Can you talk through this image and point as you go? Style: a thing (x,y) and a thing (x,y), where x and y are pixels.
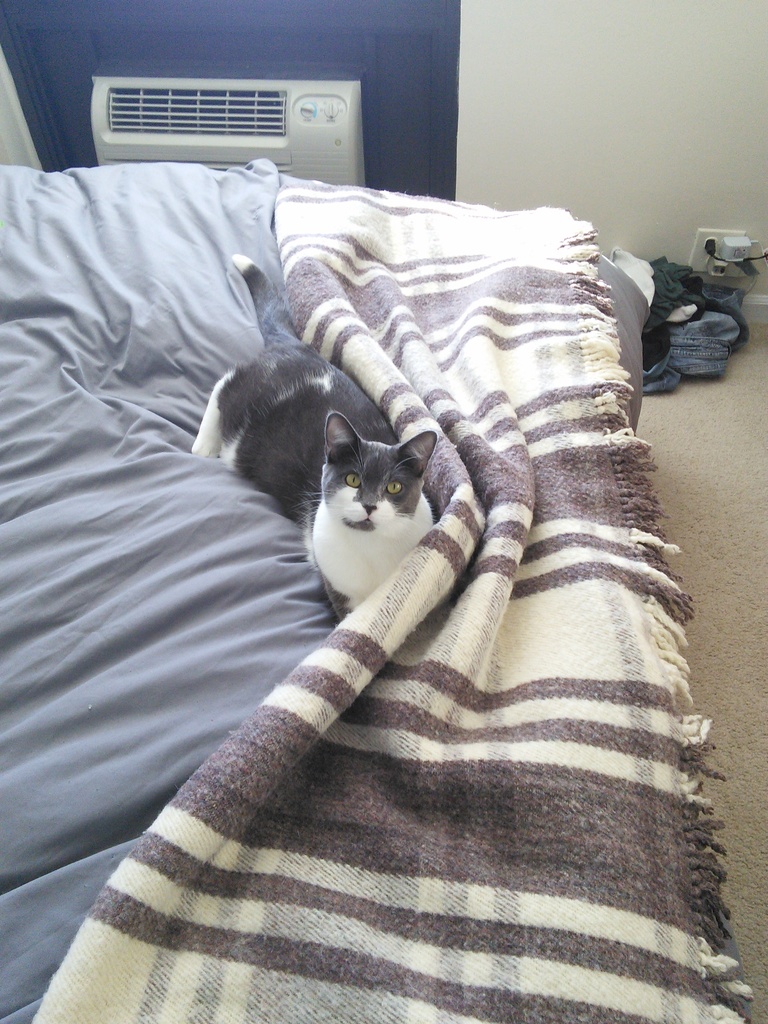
In this image we can see a cat (364,458) on the bed (180,570). Here we can see a air cooler (305,80) which is on the top left side (210,138).
